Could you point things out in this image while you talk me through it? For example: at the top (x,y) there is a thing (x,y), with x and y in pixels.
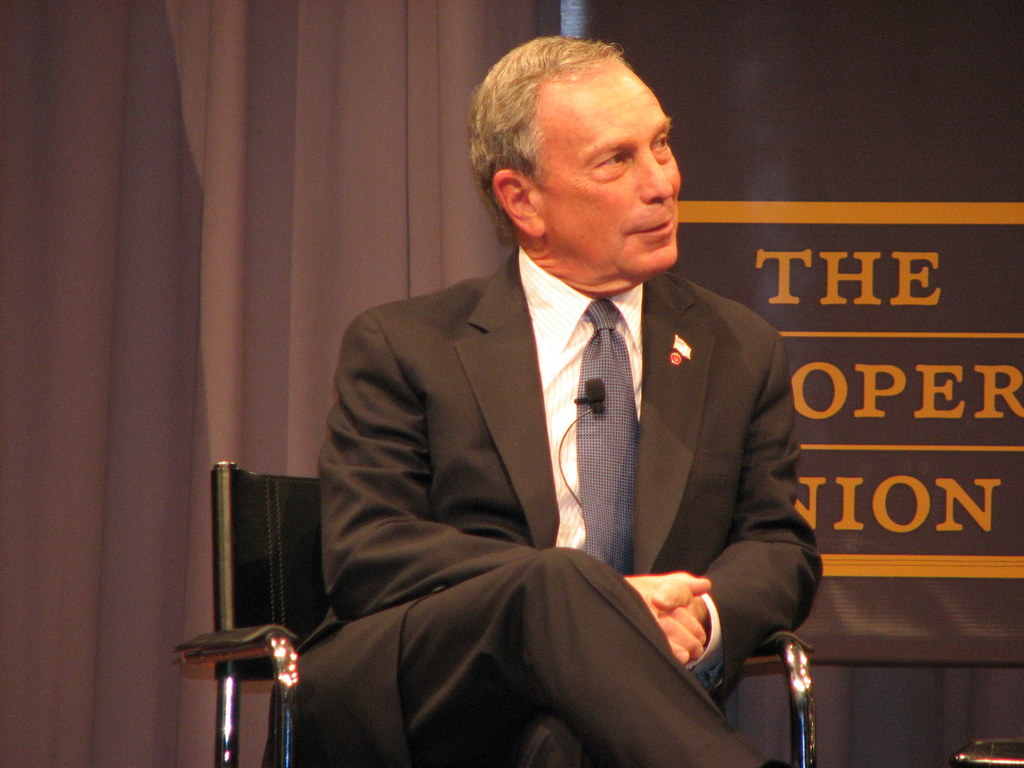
In this image I can see a person (449,618) sitting on the chair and the person (723,653) is wearing black blazer (515,351), white shirt (555,351) and blue color tie (588,373). Background (780,42) I can see a banner (859,51) in black color and I can see something written on the banner (880,284) and I can see few curtains (266,210) in brown color.
